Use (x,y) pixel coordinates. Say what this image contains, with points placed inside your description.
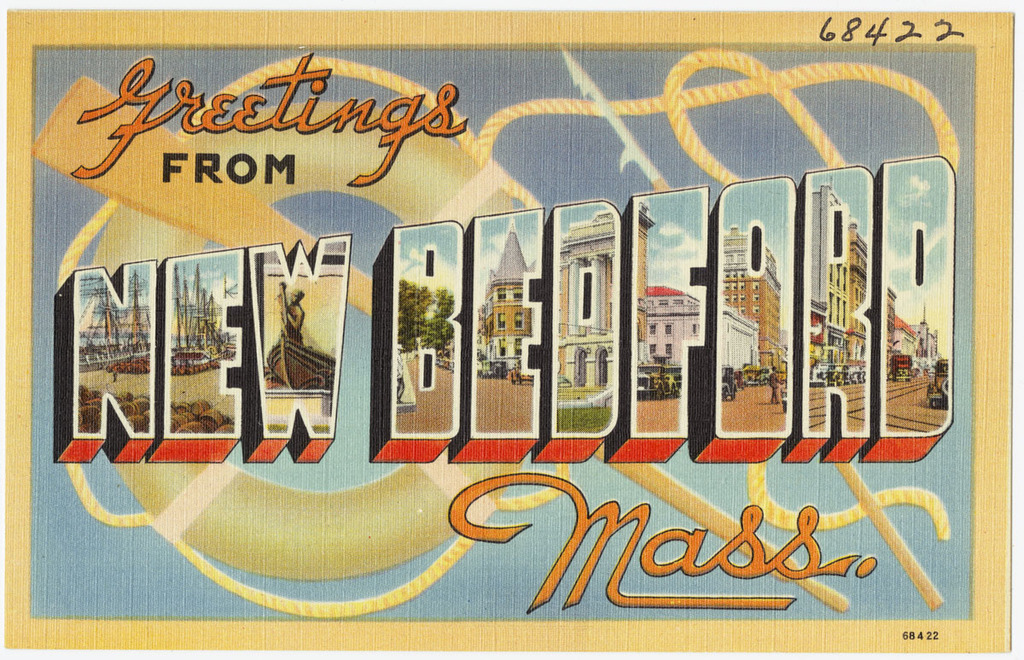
In the picture we can see a cartoon image of a card (73,581) and on it we can see written as greetings from new bedford.
